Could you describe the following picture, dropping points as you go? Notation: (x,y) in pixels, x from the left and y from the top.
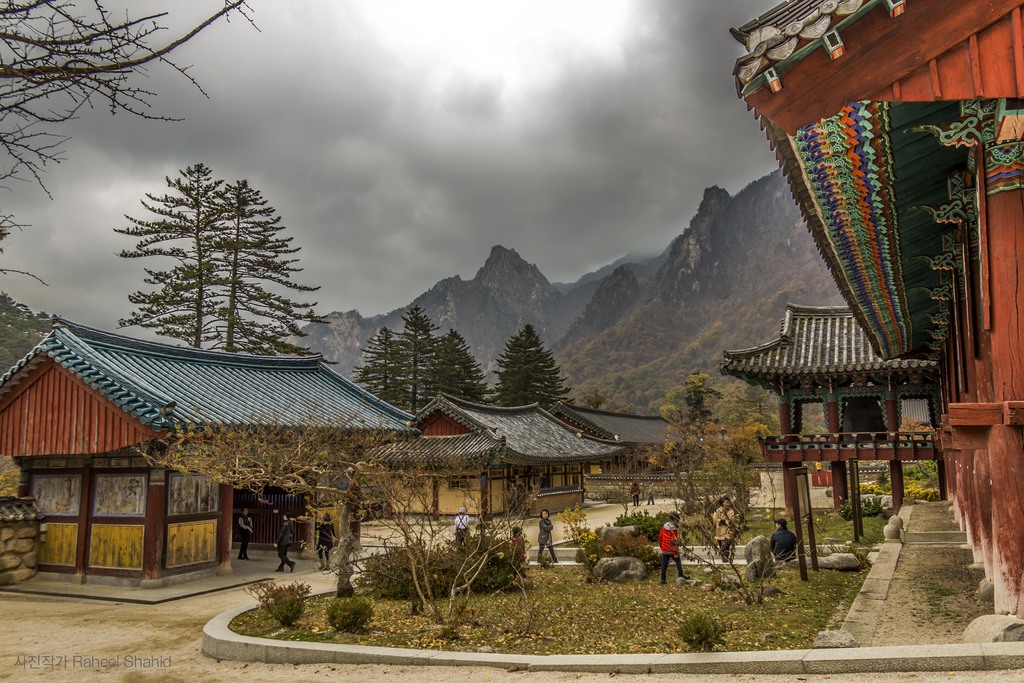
In this image we can see buildings (385,447), trees (514,403), persons (722,522) on the ground (561,577) and floor (246,566), shrubs (356,618), shredded leaves (660,620), bushes (433,571) and rocks (781,562). In the background (397,339) we can see sky (426,146) with clouds (444,169) and hills (511,319).
